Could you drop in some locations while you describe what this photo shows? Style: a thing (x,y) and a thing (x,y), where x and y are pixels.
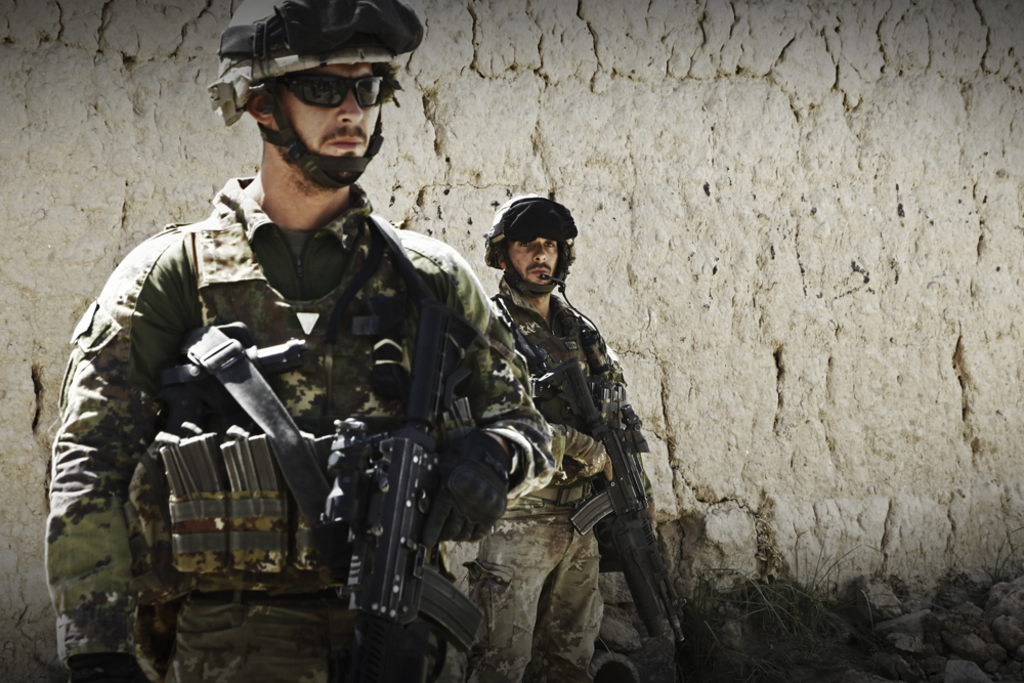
In the image there are two soldiers (486,459) holding some weapons (614,456), they are standing in front of a wall (890,293).
